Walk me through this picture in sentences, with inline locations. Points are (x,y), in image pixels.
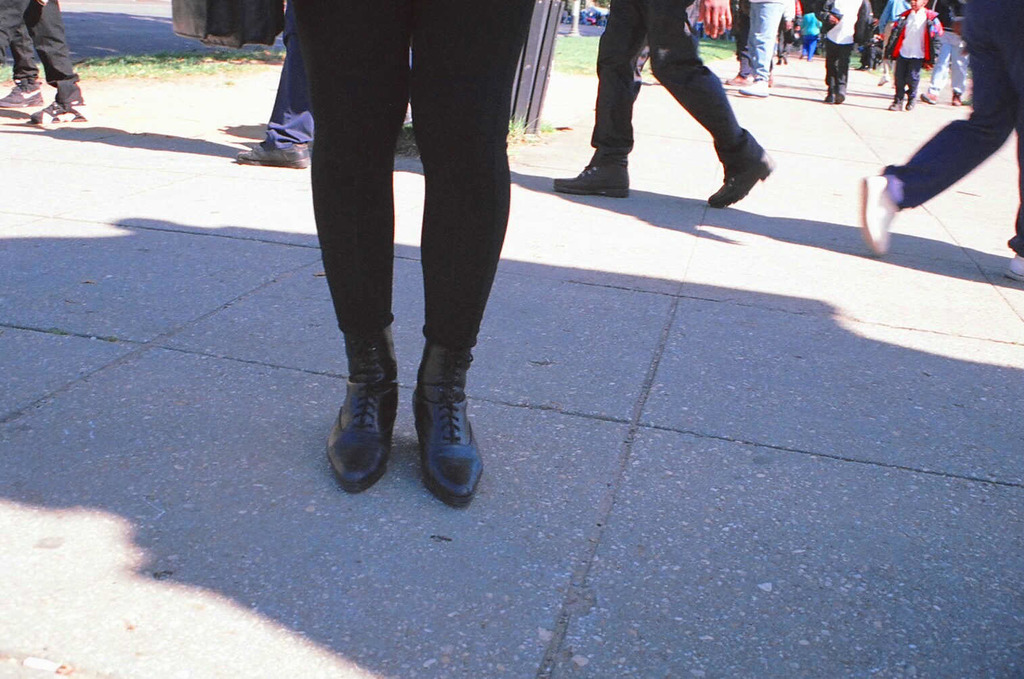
In this image we can see a few people (410,7) walking and far we can see a kid (893,47) wearing a red color sweater (931,11).
